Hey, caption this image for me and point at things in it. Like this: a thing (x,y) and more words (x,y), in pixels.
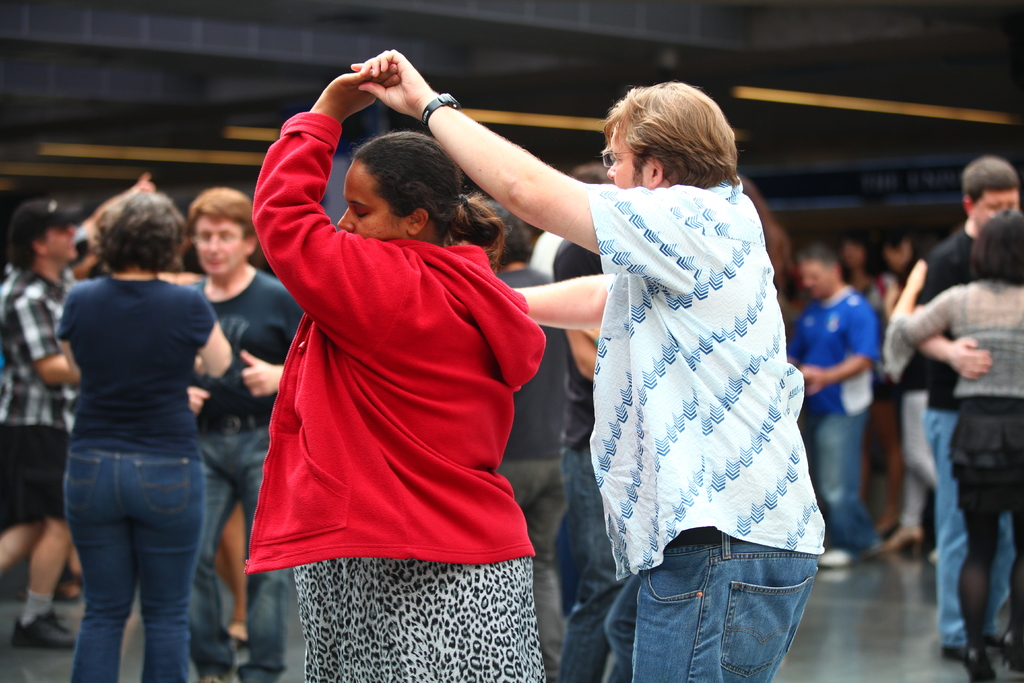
In this picture we can see a group of people (238,295) on the floor (806,660) and some objects (149,159).
